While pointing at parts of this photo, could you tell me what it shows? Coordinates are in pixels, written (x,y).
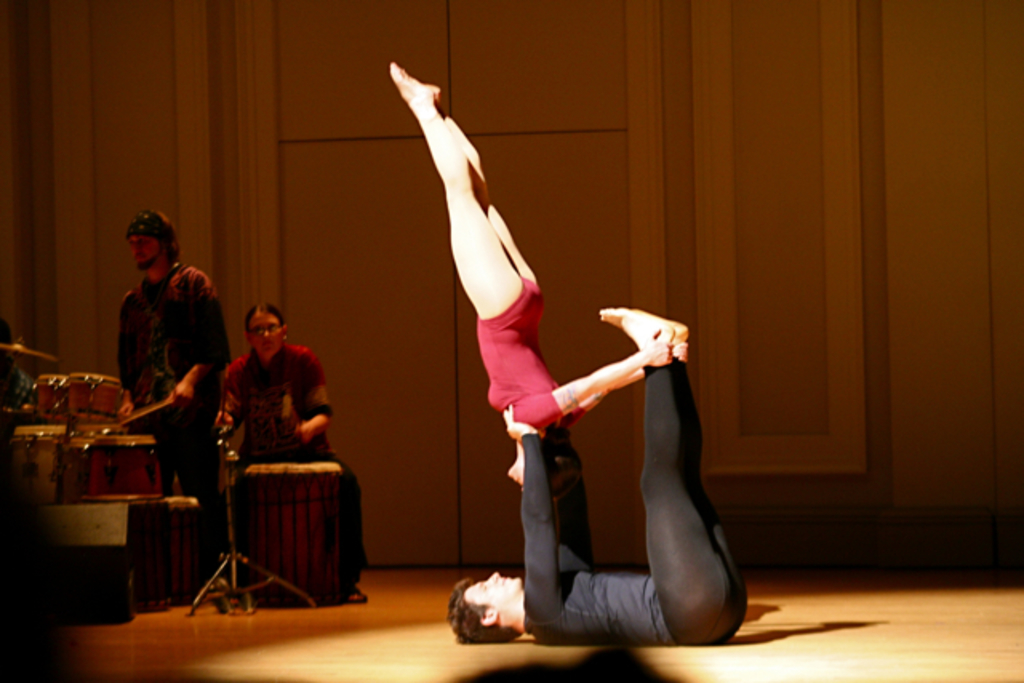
In the image we can see that there are four people (317,429). This is a dance performance.
